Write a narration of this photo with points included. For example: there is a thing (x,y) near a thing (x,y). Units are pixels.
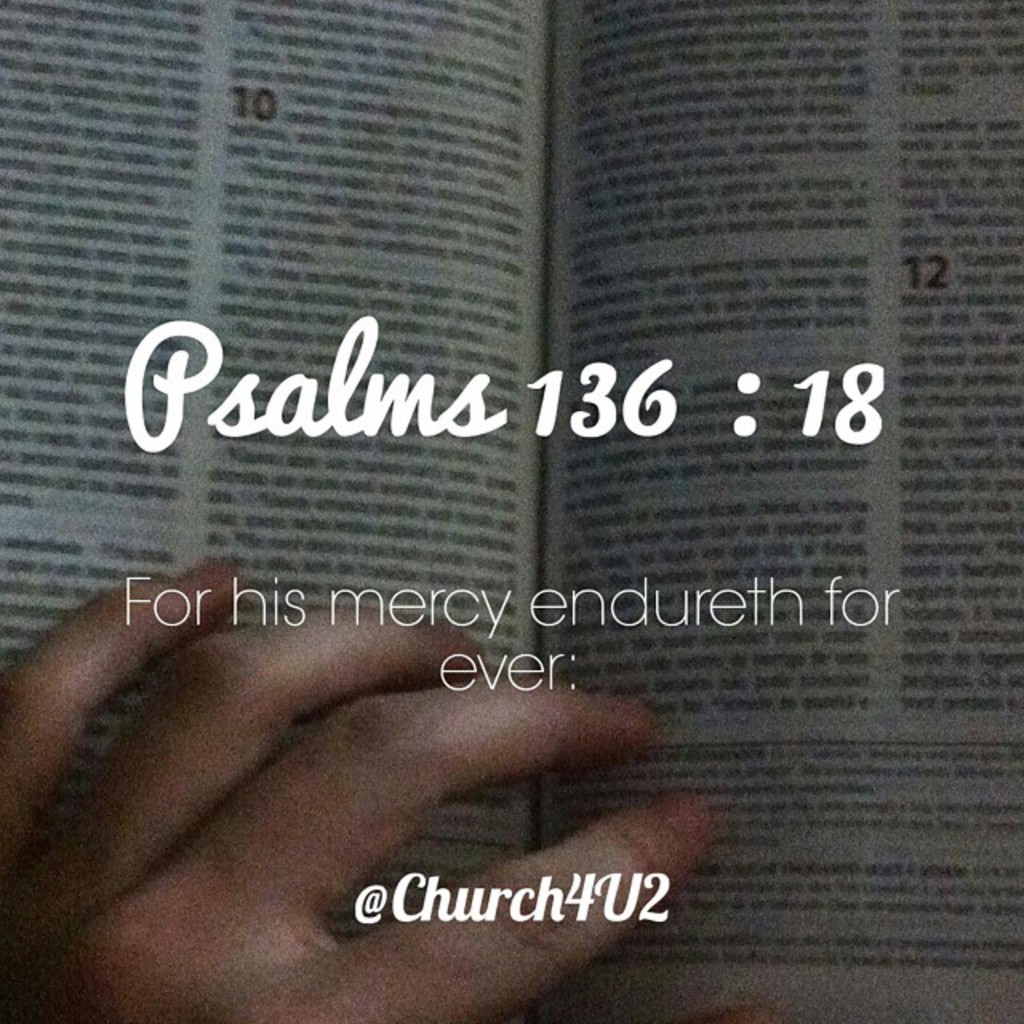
In this image we can see one open book (416,238) with text (461,149) and numbers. There is one person's hand (301,823) on the bottom left side (192,743) corner of the image, some text (362,602) and numbers (851,383) in the middle of the image (384,411).
